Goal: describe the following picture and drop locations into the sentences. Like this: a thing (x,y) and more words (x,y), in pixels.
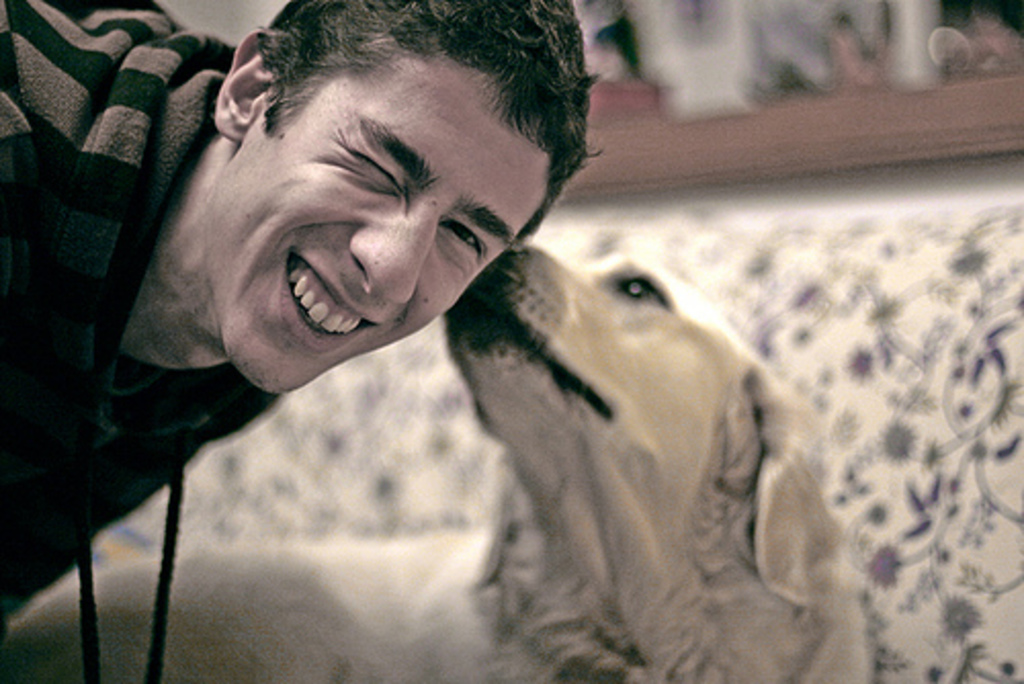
In this picture there is a man (323,237) smiling and there is a dog (548,396) beside him, sniffing his head (502,164). In the background (831,309) there is a sofa (805,318).
